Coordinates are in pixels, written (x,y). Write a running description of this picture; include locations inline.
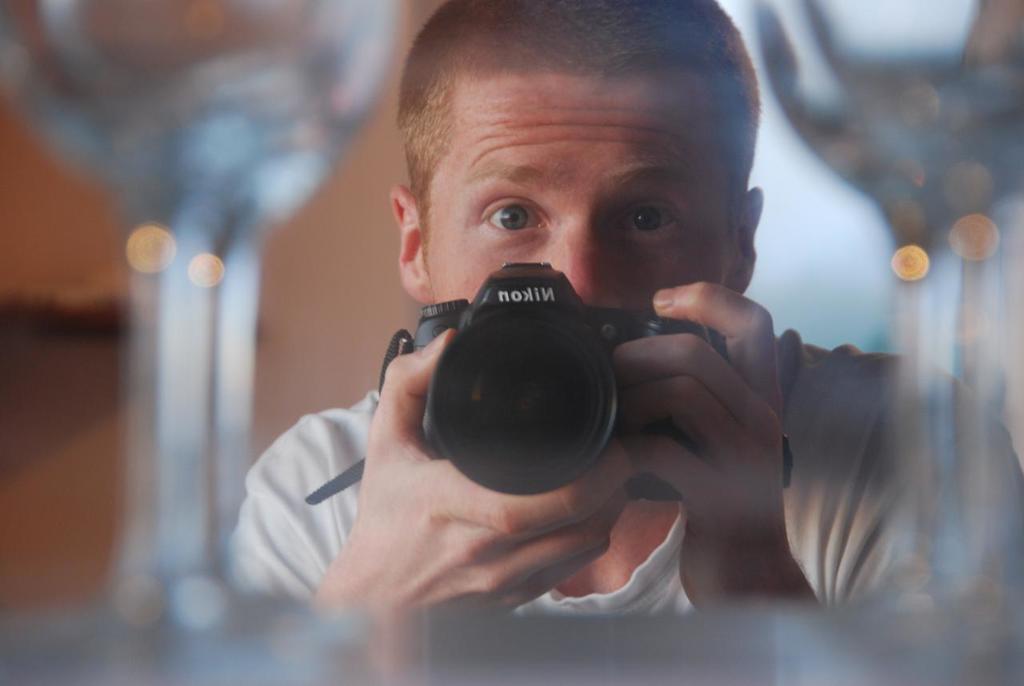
A man (537,86) is taking picture with a camera (475,299) in his hand (733,437). There are some glasses (211,444) seen in the front (978,302).
